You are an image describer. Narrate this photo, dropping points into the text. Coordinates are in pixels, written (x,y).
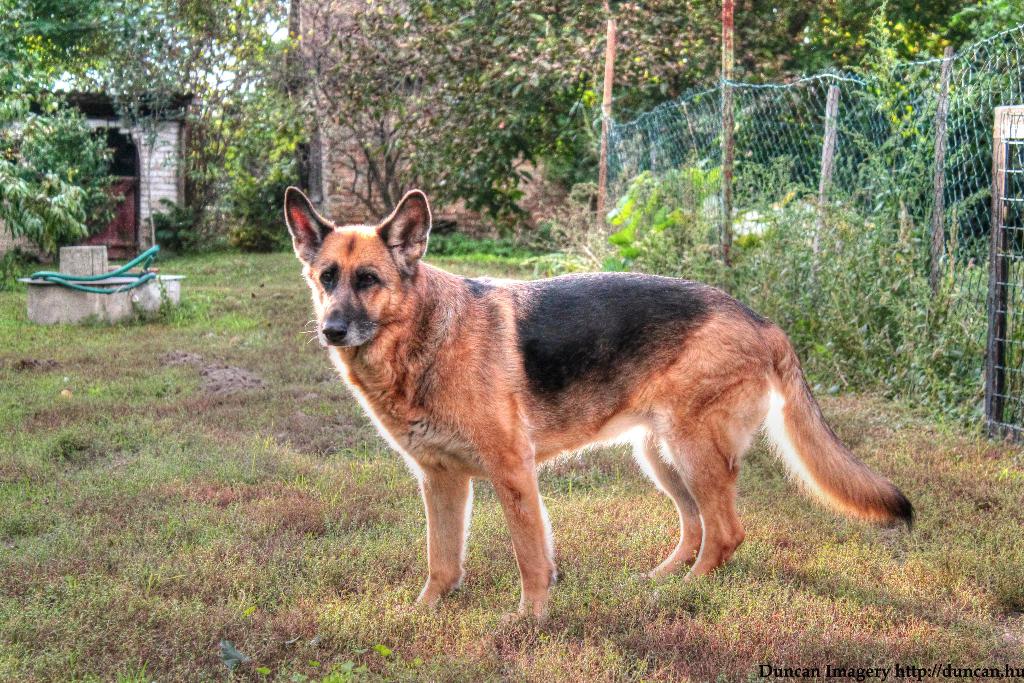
In the center of the image (418,269) there is a dog (550,325) on the grass (323,554). In the background of the image (346,215) there are trees (424,164), buildings (341,33). To the right side of the image (938,122) there is a fencing (782,128).
